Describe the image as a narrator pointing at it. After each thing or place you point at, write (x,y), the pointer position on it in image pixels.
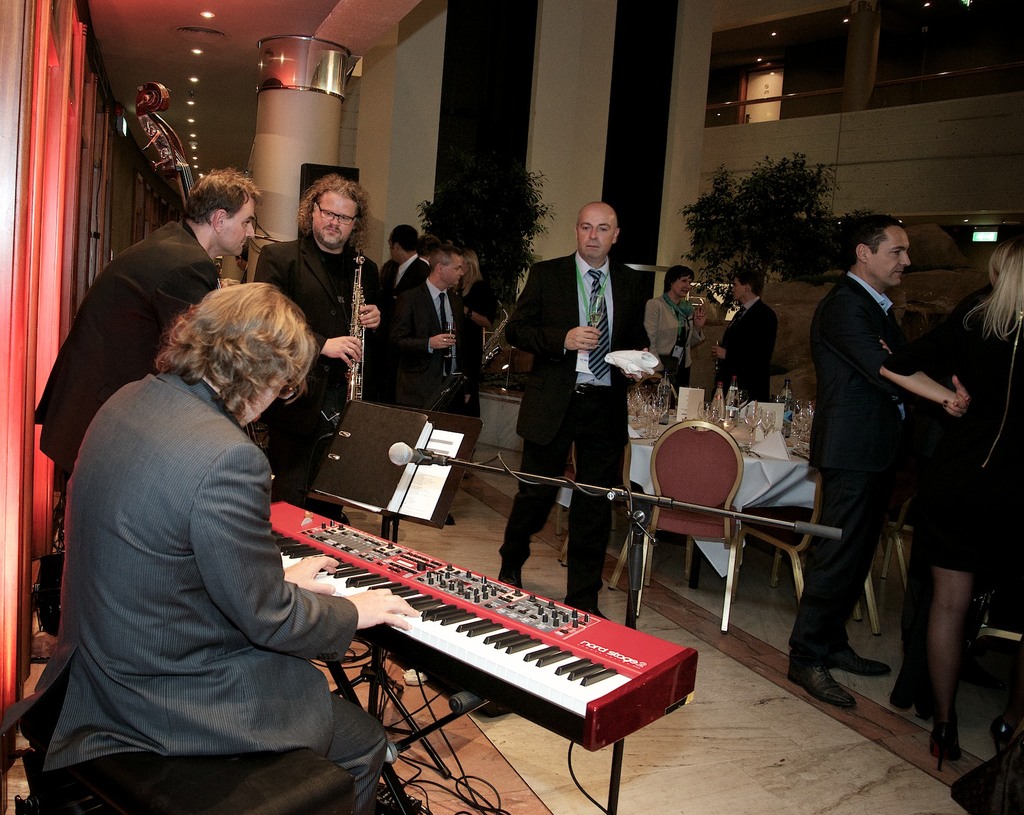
In this image we have group of people (559,263) standing, another group of people (594,352) standing and a man (349,757) sitting in the chair (34,761) and playing a piano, we have a book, microphone (447,461), stand (497,470), table (764,415), chair (724,442) and at the back ground (742,79) we have a building (637,120), door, lights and a plant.
